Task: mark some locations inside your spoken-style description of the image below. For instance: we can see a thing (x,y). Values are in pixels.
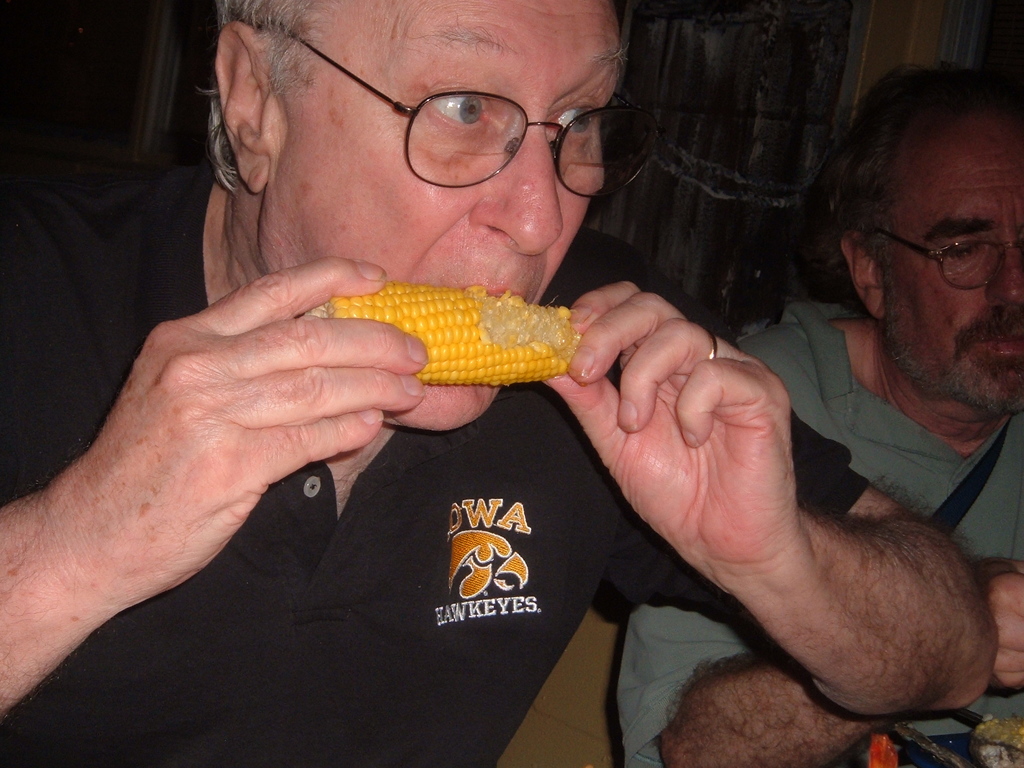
This image consists of two persons (550,587). In the front (327,544), the man (201,544) wearing black T-shirt (314,511) is eating corn (405,289). On the right (901,470), the man (936,487) is wearing a green T-shirt (926,480).
